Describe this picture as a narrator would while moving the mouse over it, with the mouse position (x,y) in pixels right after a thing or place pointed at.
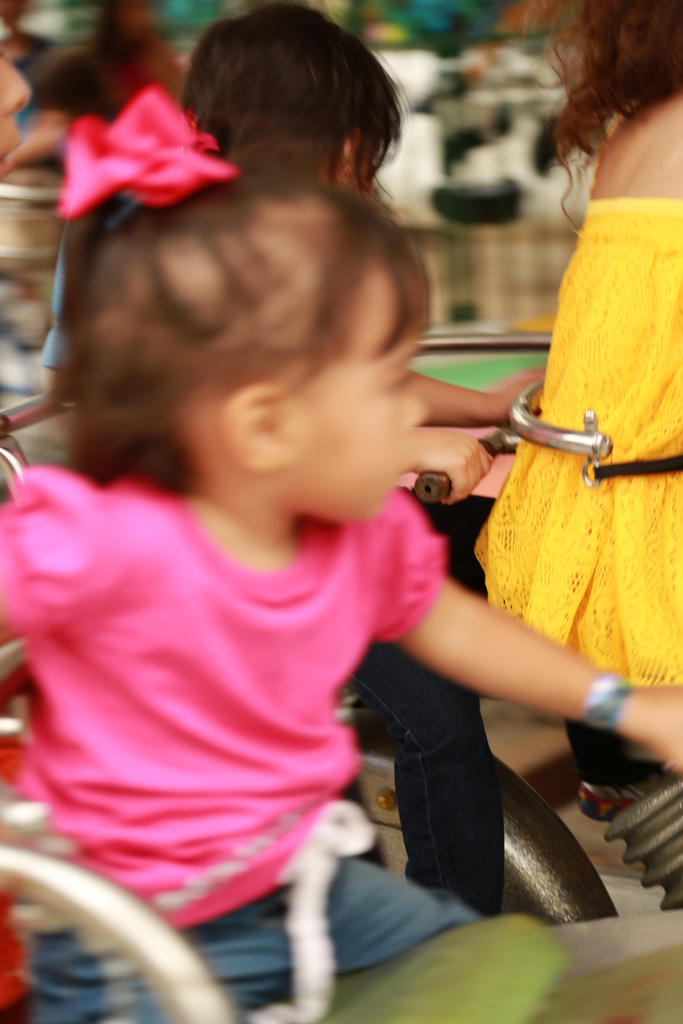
In this image there are some kids (302,597) sitting in some chairs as we can see at bottom of this image (10,792).
